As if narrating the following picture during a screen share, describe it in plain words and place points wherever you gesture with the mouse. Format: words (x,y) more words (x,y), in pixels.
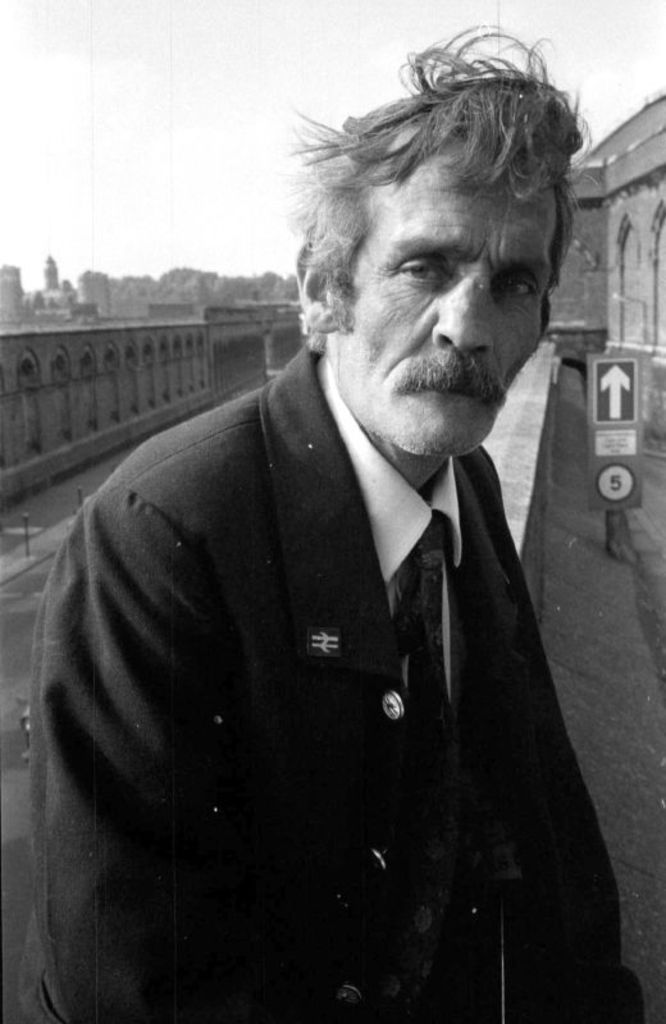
In this image we can see a man (457,453) is sitting, he is wearing the suit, at back (277,332) here is the building (170,334), here it is in black and white, at above here is the sky (189,183).
